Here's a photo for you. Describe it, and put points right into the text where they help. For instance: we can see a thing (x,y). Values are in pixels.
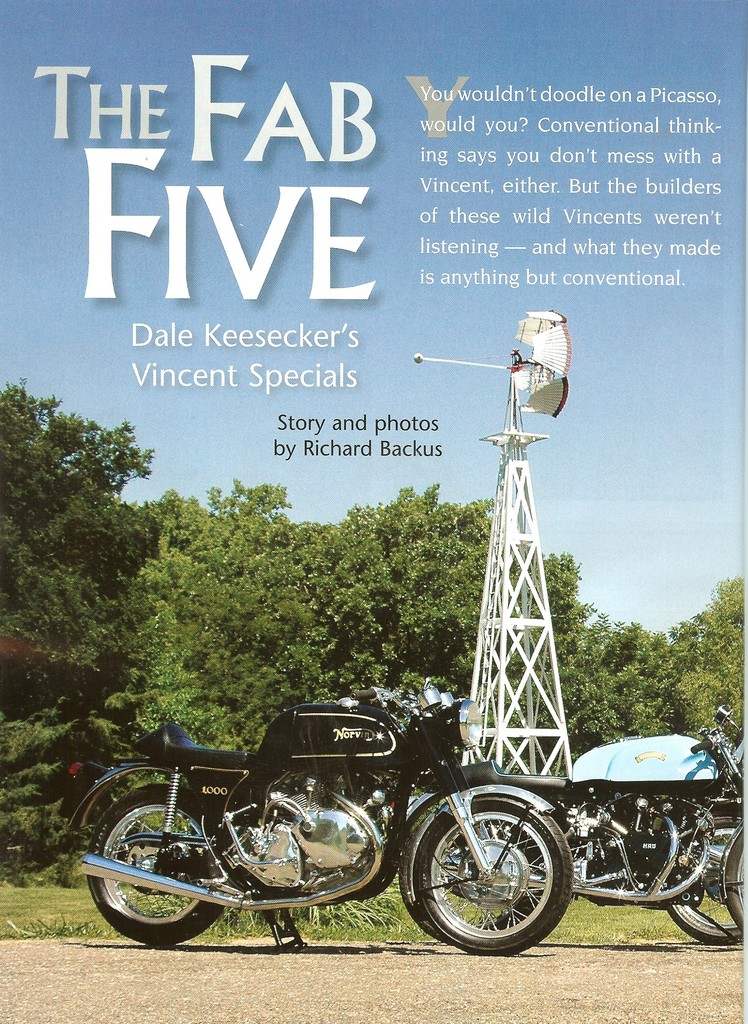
In this image we can see two motorbikes (328,868) parked on the road (381,945). In the background (283,629) we can see the trees (596,662), a white color tower (517,593) and also the sky (686,496). At the top (326,236) we can see the text (509,104).
